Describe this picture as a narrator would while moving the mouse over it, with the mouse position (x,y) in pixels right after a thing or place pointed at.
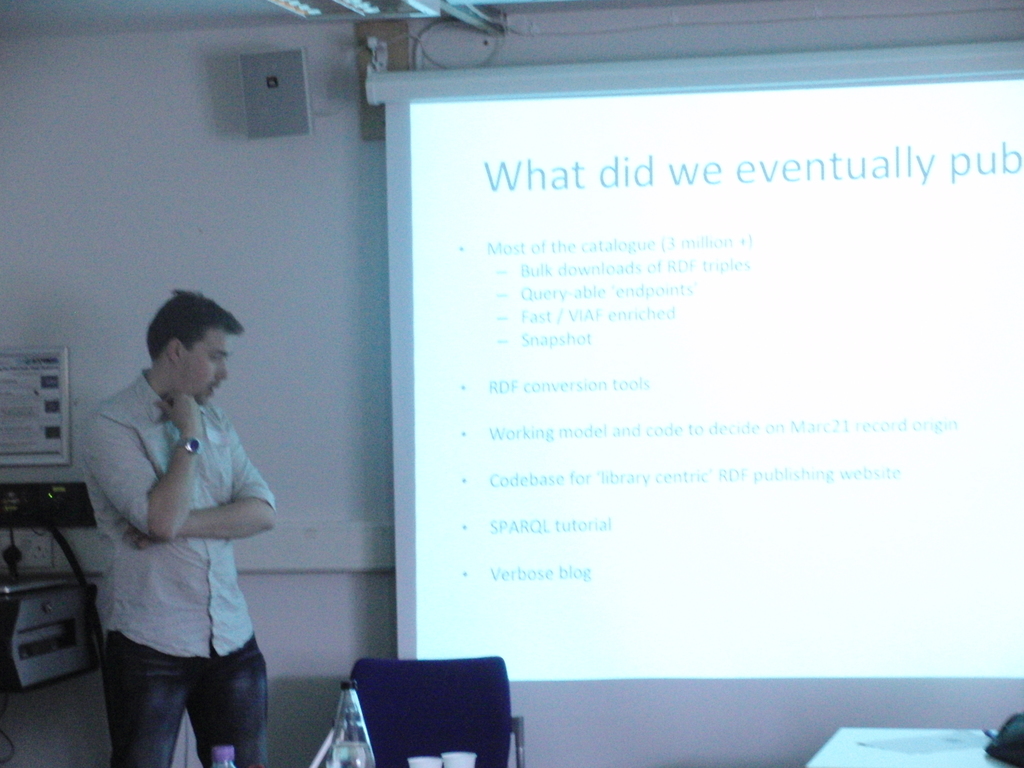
In this picture we can see a man (222,459) is standing on the floor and on the left side of the man (116,538) there are some machines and on the right side of the man (133,524) there is a bottle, cups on an object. Behind the man (154,524) there is a projector screen (531,536) and a wall (305,349) with a speaker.
